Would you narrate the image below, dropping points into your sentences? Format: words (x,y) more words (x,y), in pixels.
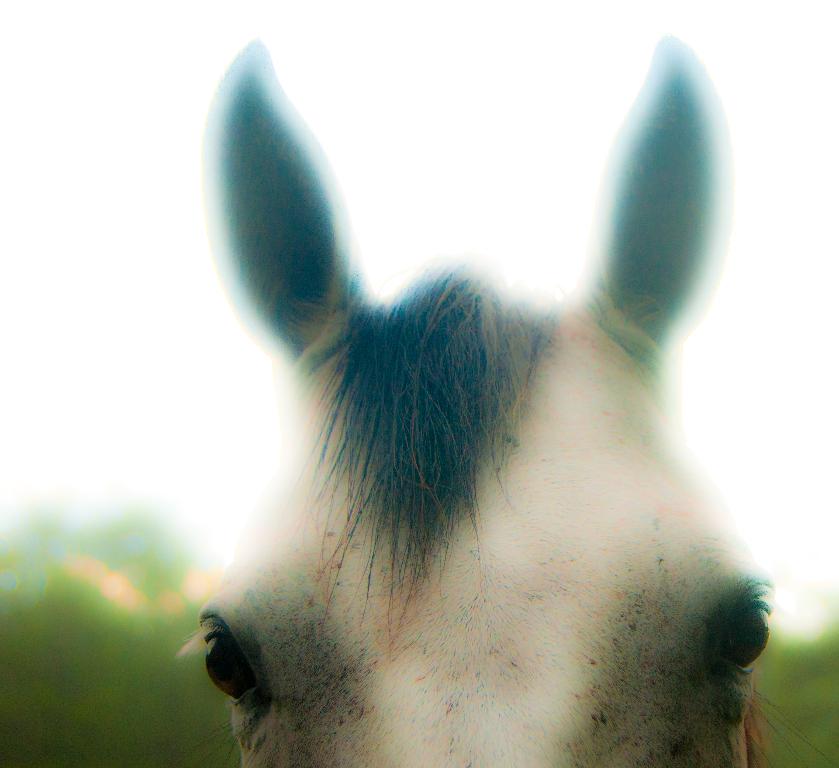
In this picture we can see a horse (251,596) and in the background (165,648) we can see trees (125,679), sky (156,240) and it is blurry.
